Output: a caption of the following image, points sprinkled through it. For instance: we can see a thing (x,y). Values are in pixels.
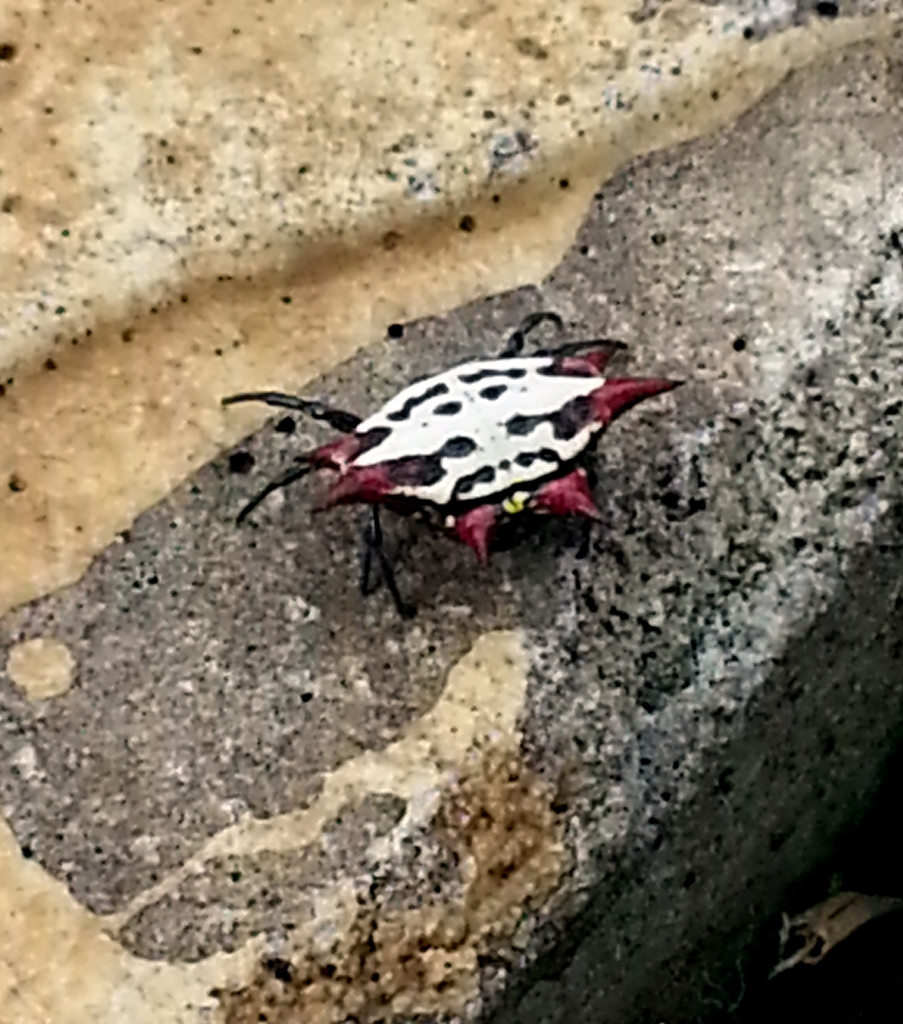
This picture shows a Insect (482,385) on the floor (645,44).
